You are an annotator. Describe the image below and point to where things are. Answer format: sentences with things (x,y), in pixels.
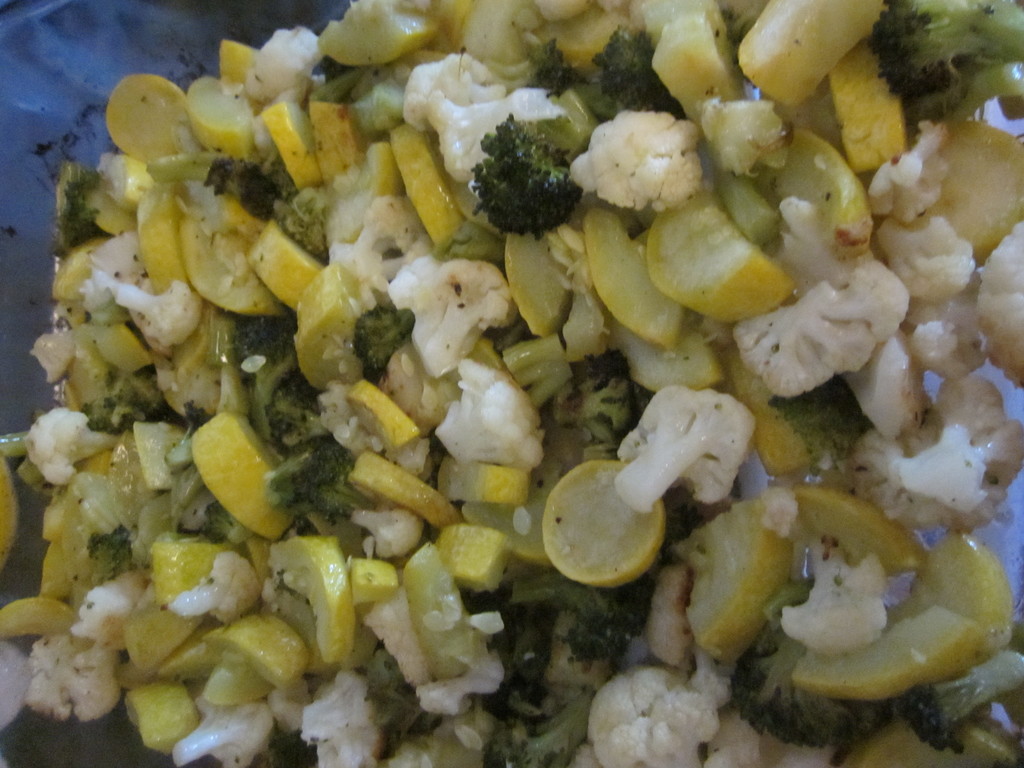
In this image, we can see some food (52,697).
